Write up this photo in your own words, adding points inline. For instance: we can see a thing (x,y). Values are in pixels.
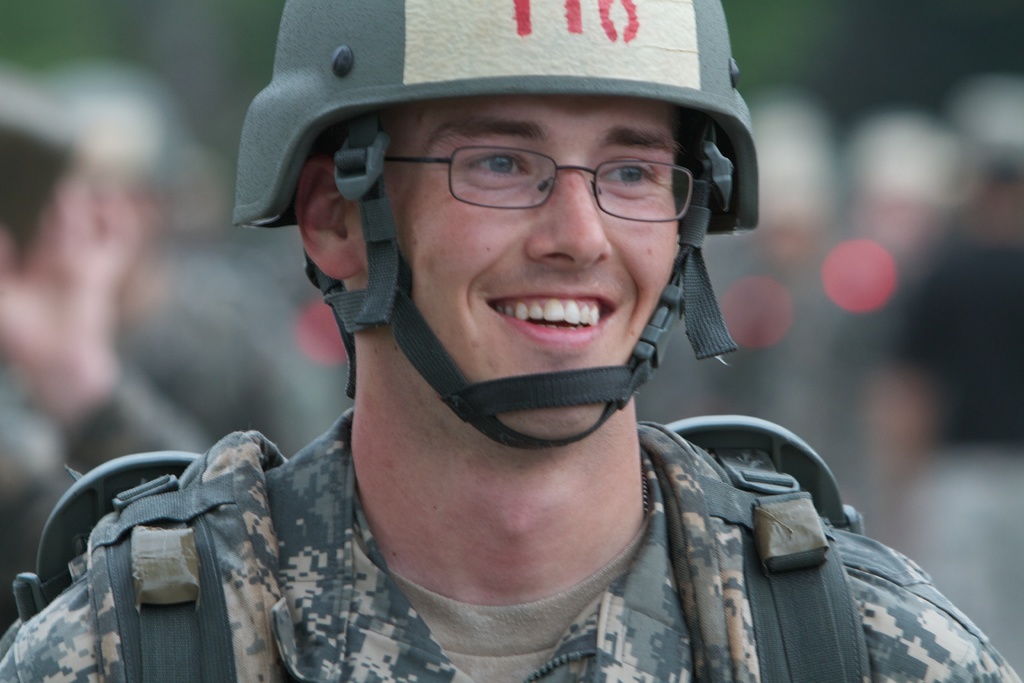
In this image we can see a man (578,120) and he is smiling. He wore spectacles (424,158) and a helmet (274,191). There is a blur background (27,274).
